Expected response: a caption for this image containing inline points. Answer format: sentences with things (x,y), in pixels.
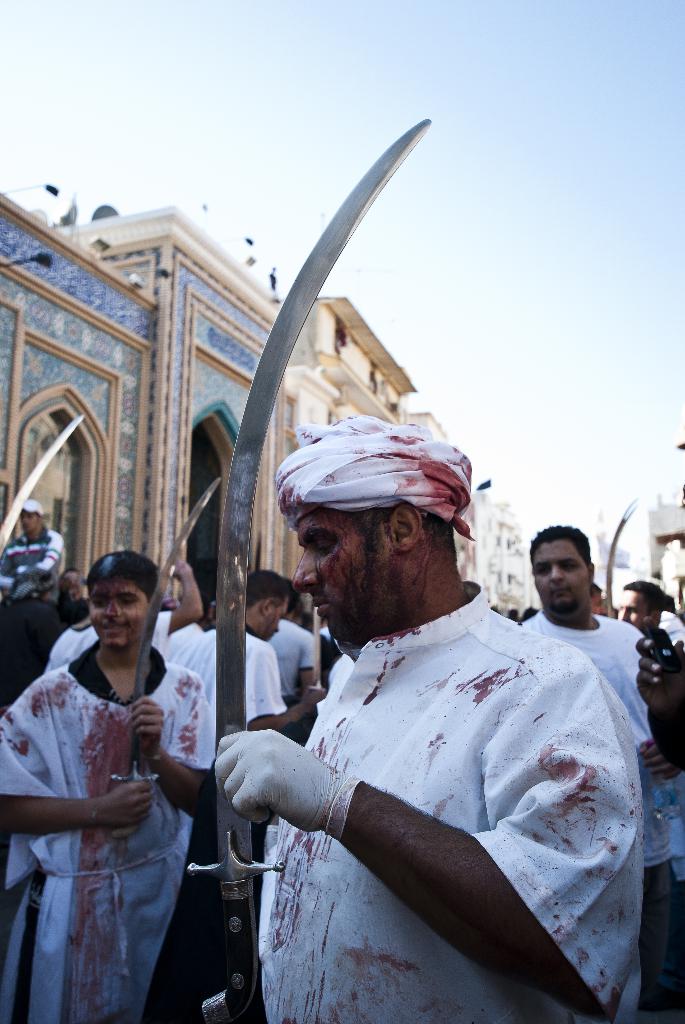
In the center of the image (432,535) there is a person (446,455) holding a sword (225,1013). In the background of the image (115,570) there are persons (42,646). There is a building (56,376).
